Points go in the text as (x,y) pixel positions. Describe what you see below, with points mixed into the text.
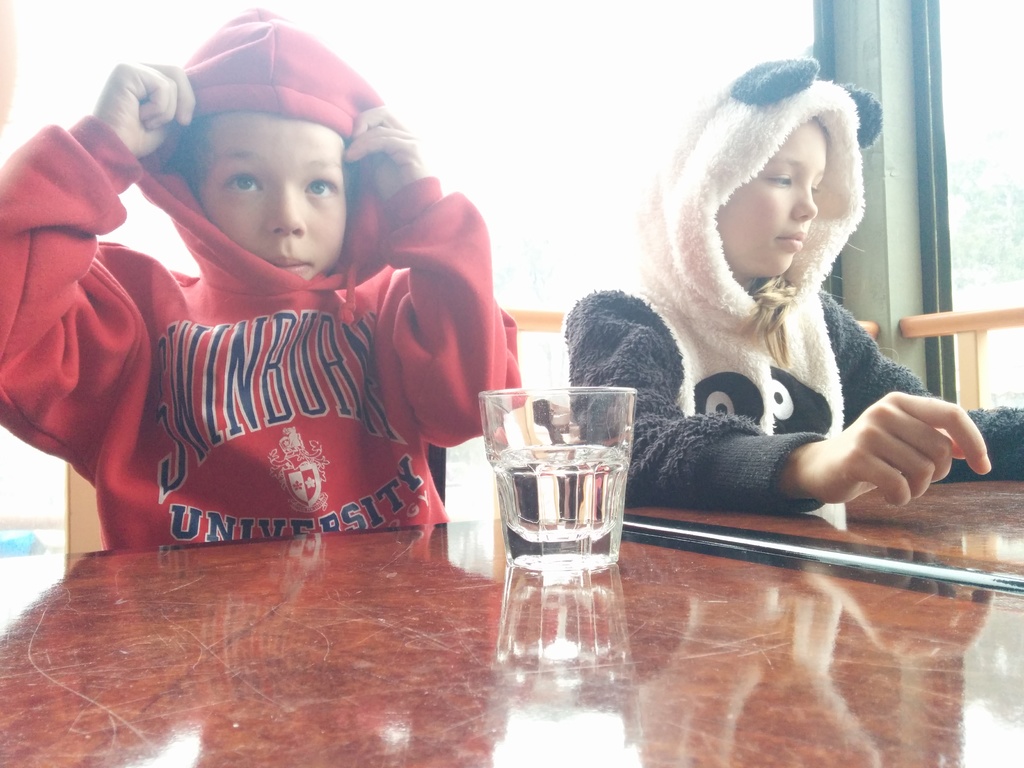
A boy (222,103) and a girl (652,340) wearing hoodies (714,119) are sitting at a table (356,702) with a glass of water (547,481) on it.
